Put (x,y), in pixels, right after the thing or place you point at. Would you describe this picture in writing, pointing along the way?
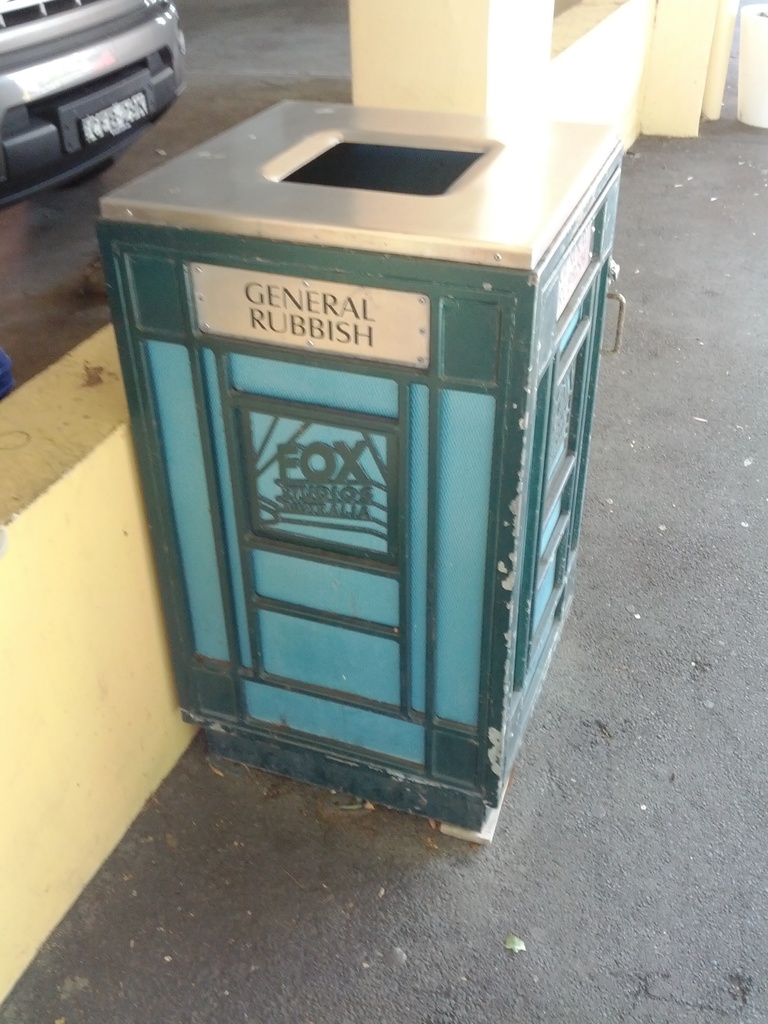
In this image we can see a trash bin (426,548) which is placed on the ground (484,907). We can also see a wall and a car (101,103) parked aside.
